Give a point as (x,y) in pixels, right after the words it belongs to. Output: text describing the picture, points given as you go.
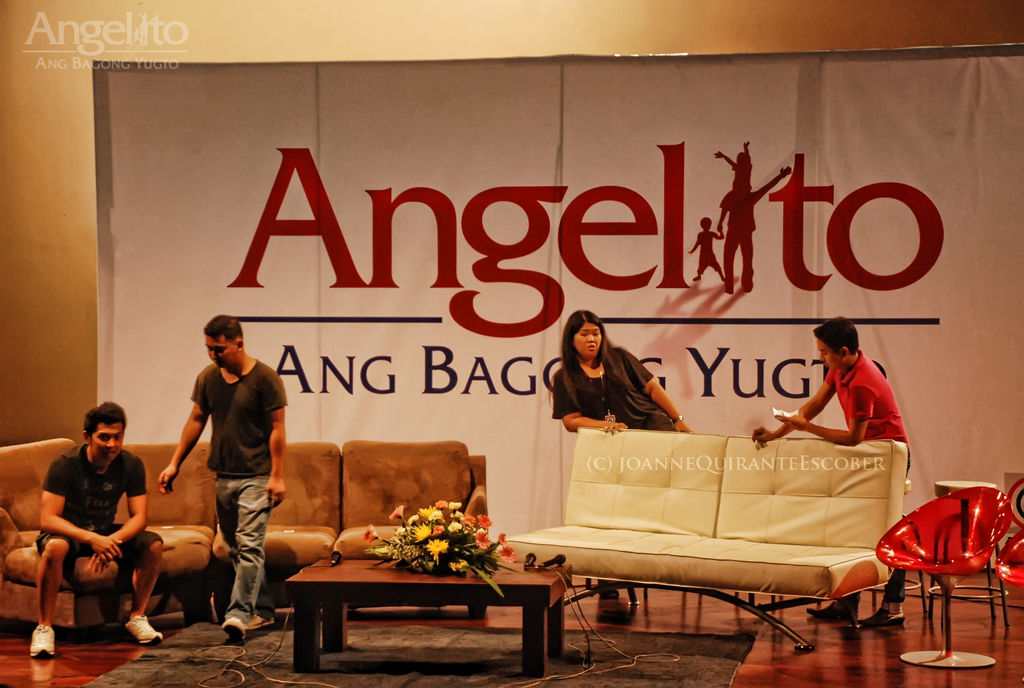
In this image On the right (843,396) there are two people (829,400), in front of them there is a sofa (683,447) and there are chairs (974,564). In the middle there is a table (391,580) on that there is a flower vase (445,554). On the left (243,498) there are two men (97,522) on that one man (231,495) is walking another man (94,556) is sitting he wear black t shirt (86,496), shorts (77,544) and shoes (33,655) he is sitting on the sofa (372,506). In the background (436,255) there is a poster (583,224).
